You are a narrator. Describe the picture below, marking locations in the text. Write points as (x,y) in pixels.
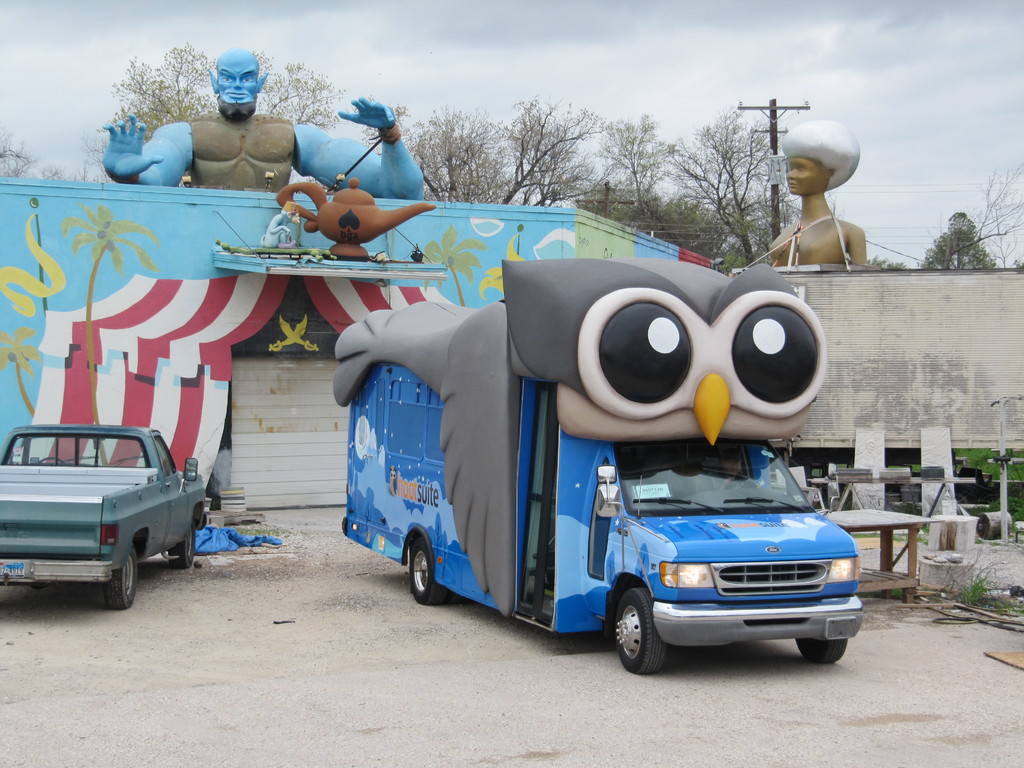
In the center of the image (594,392) there is a vehicle (588,449) on the road (603,665). On the right side of the image (902,481) we can see table (920,518), wall (902,343), pole (773,114) and statue (812,144). On the left side of the image (14,568) we can see statues (251,136), wall (105,307) and vehicle (84,572). In the background (167,7) there are trees (712,203), sky (787,79) and clouds (447,51).
